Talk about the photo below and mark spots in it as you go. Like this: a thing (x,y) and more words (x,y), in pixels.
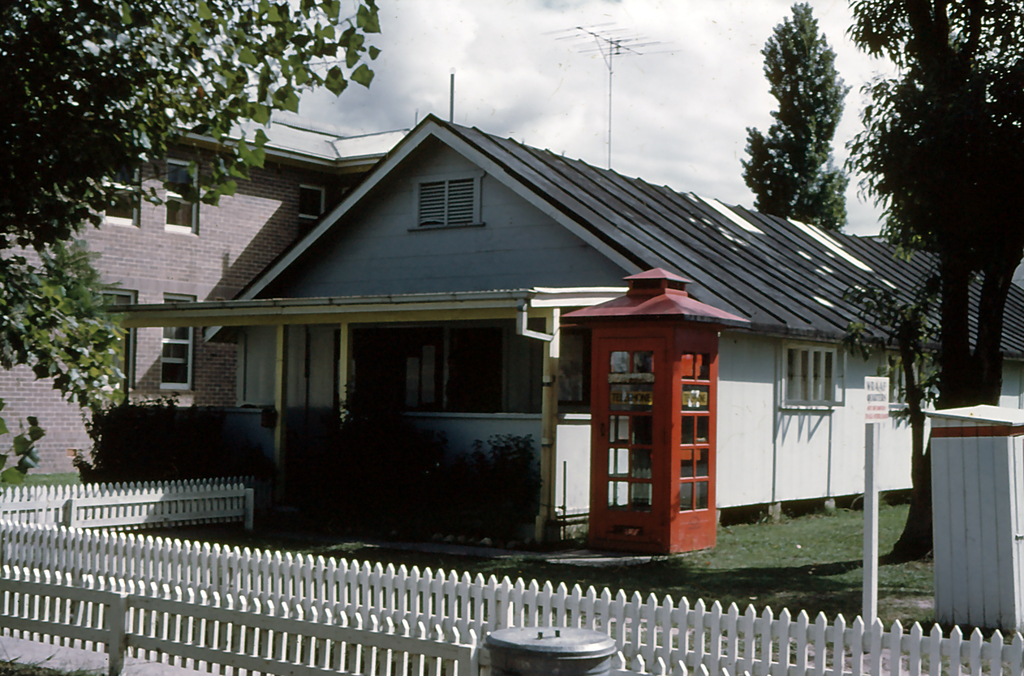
In this image there is a fence (288,594). Behind there are few plants (194,477). Behind there are few buildings (891,483). Right side (869,453) there is a pole (865,529) on the grassland (839,552). The pole (871,434) is having a board (875,406) attached to it. Beside there is an object (965,532). Background there are few trees (150,143). Top of the image (573,74) there is sky (560,57) with some clouds (524,82).
